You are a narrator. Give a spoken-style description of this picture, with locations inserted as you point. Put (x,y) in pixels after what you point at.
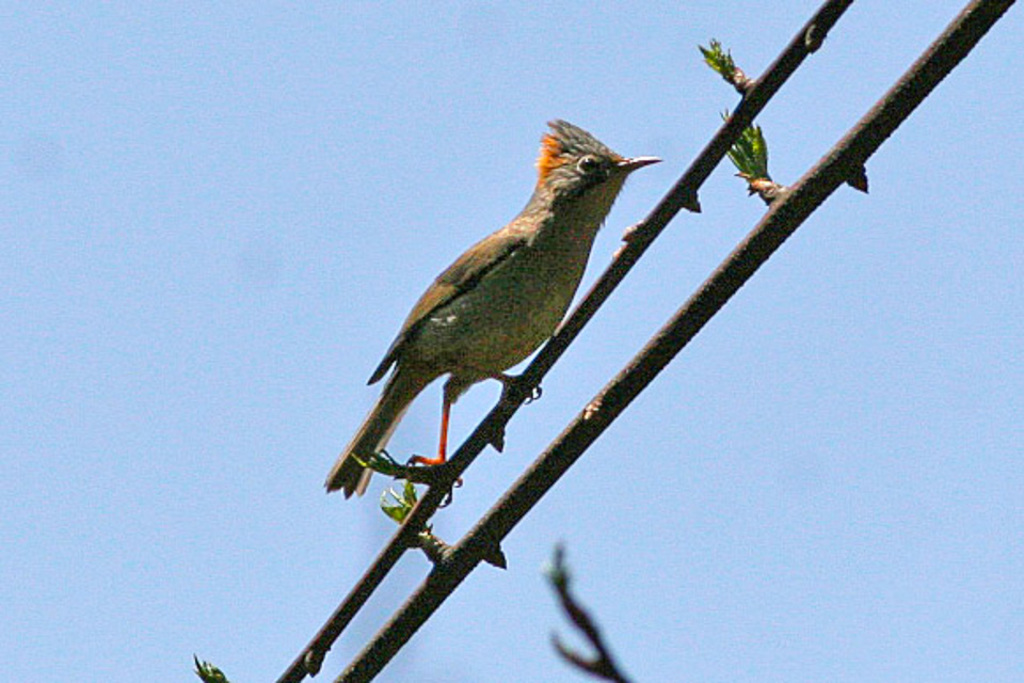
In this image there is a bird (541,277) standing on the stem (815,42) of a tree (769,208). In the background (329,313) there is a sky (437,89).
